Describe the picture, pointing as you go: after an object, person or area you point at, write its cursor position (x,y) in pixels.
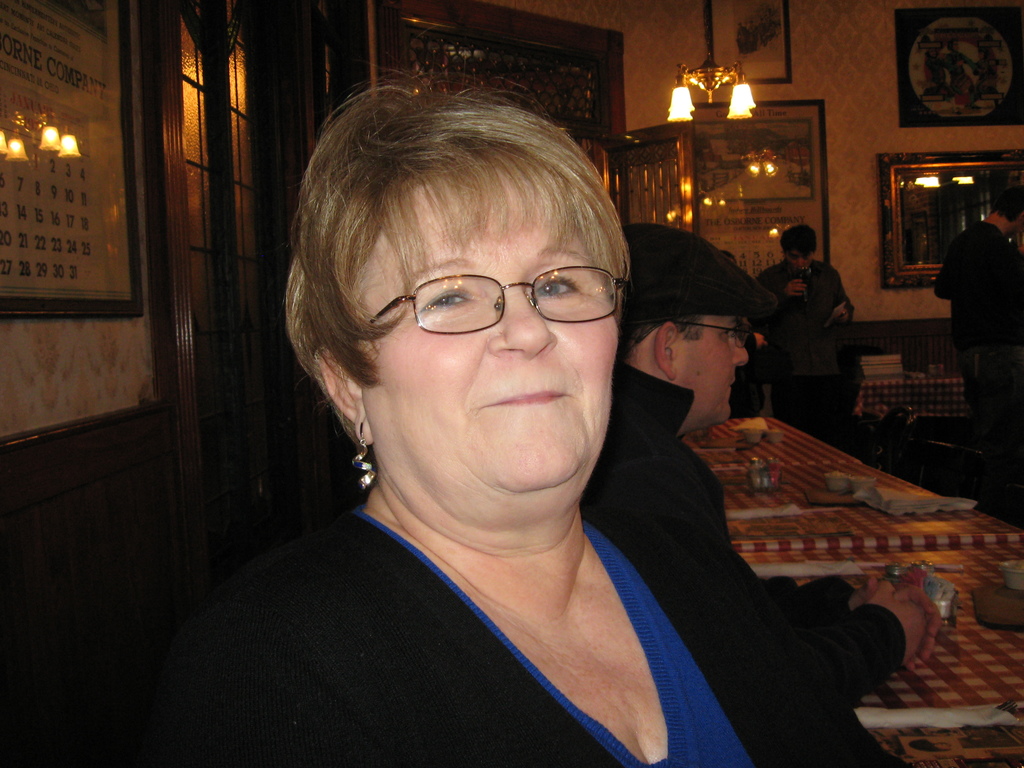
There is one woman (428,626) at the bottom of this image (361,655) is wearing a black color dress (388,679). There is one person (650,488) sitting on the right side (683,519) to this person (529,472) is wearing black color dress (671,434) and a cap (681,279). There are some table (871,516) on the right side of this image (913,521). There are some persons (761,332) standing on the right side of this person (723,353). There is a wall (850,263) in the background (638,70). There are some photo frames (723,127) attached onto this wall (764,96) as we can see at the top of this image (875,98). There is a door (227,140) at the top of this image (287,91).
